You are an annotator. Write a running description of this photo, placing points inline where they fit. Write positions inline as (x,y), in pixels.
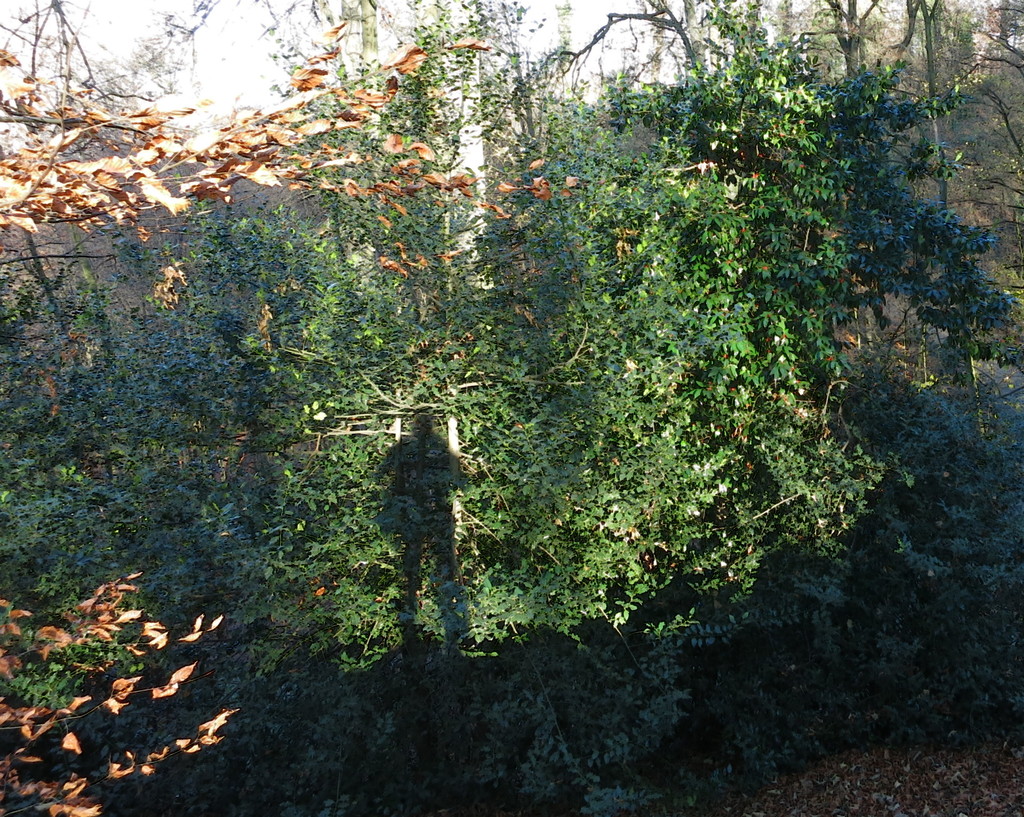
In this image I can see many plants (377,379) on the ground (914,756). At the top of the image (210,48) I can see trees (220,129) and the sky (245,29).
